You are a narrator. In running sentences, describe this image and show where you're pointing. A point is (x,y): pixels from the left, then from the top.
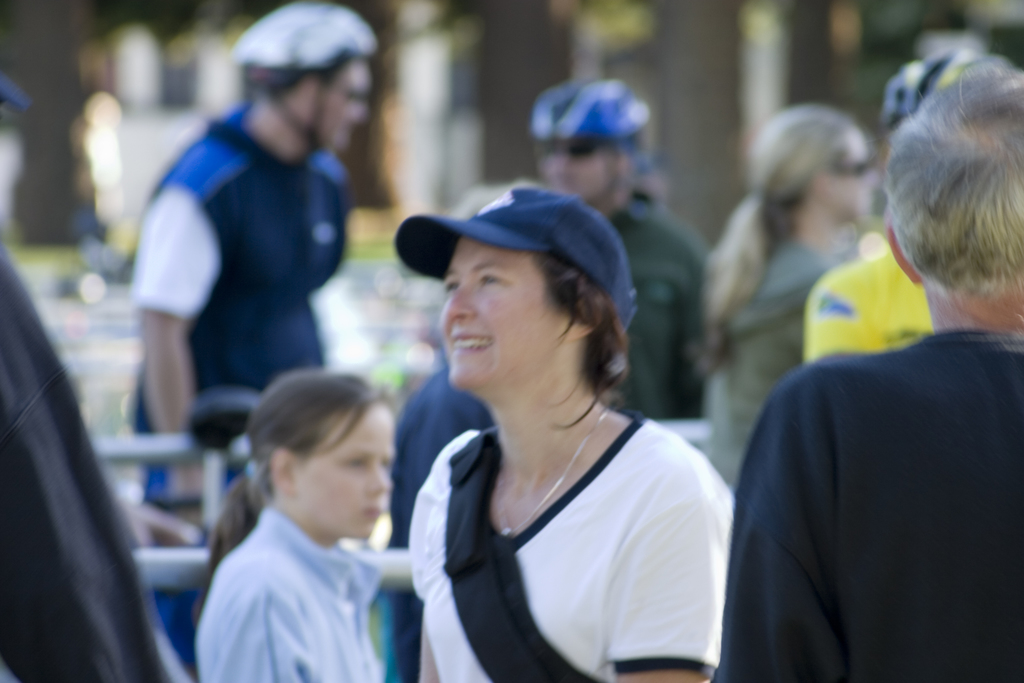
In this image I can see few people (960,253) are standing and wearing different color dresses (436,415). Background (142,82) is blurred.
